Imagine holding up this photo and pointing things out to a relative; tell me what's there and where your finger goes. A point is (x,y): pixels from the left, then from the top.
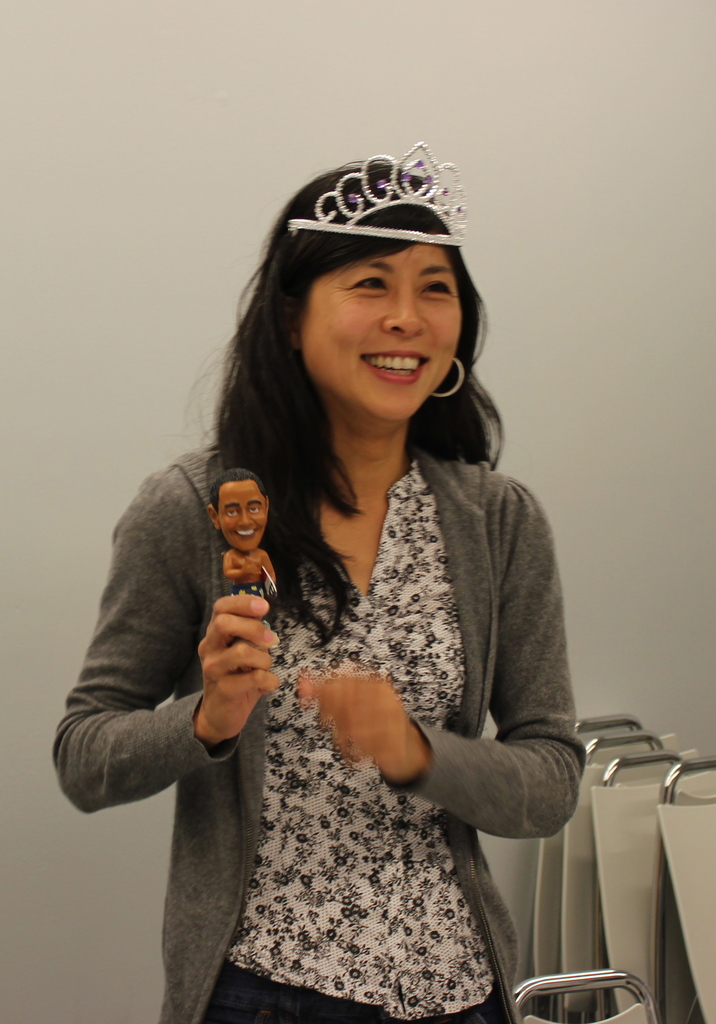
In this image we can see a lady person (410,732) wearing white color top (376,847), ash color cardigan (511,641) holding animated toy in her hands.
